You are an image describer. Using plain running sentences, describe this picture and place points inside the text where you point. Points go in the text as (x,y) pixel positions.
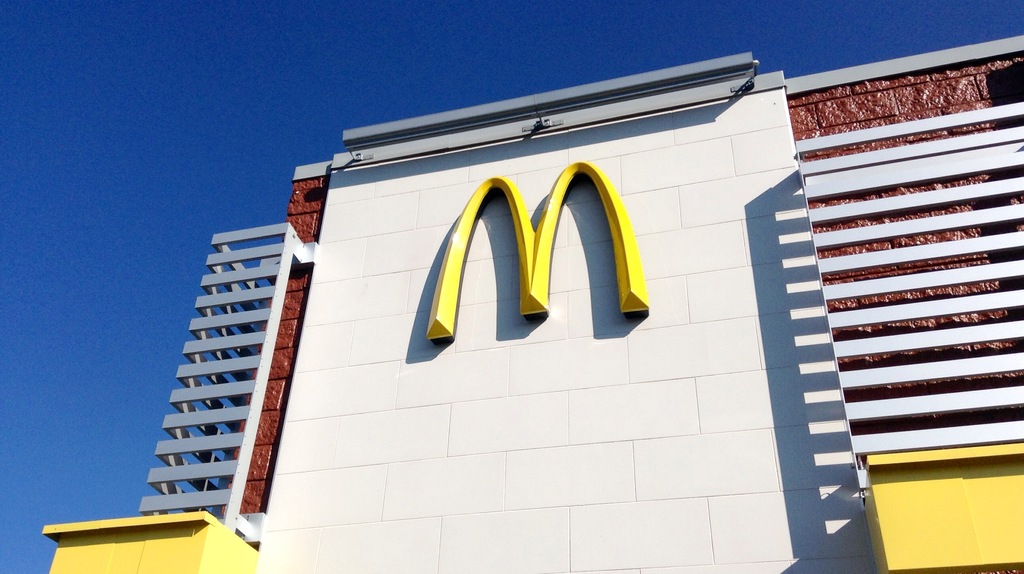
In this picture there is a building (709,434), on the building (694,234) there is McDonalds logo (538,270). Sky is clear and it is sunny.
